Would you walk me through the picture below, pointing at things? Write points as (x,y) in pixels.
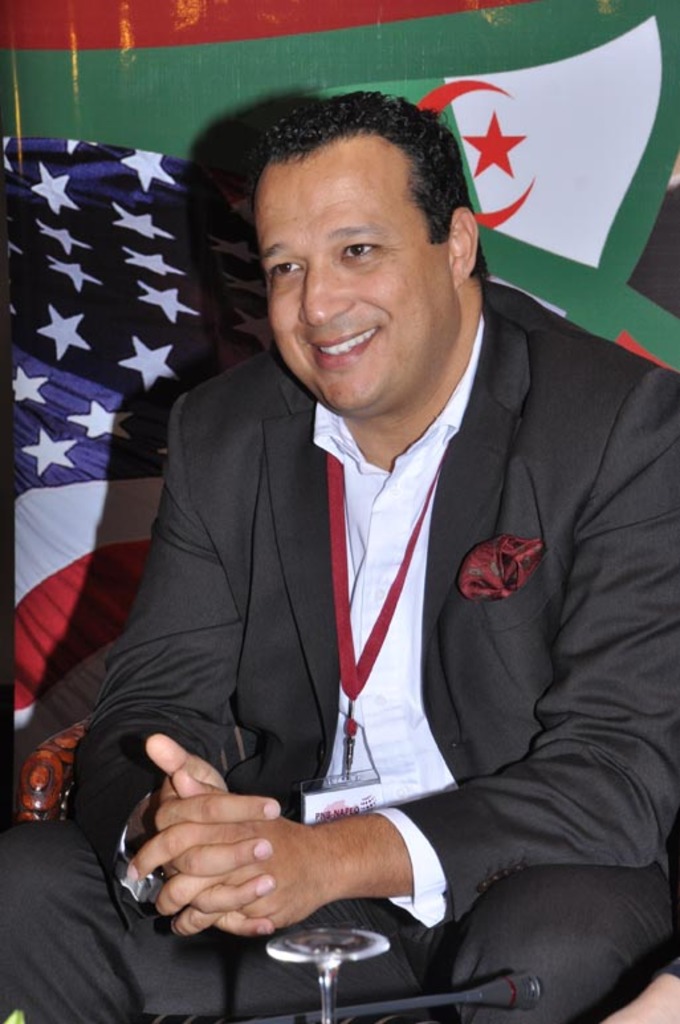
In this image in front (391,764) there is a person (380,802) sitting on the chair (72,735) and he is smiling. In front of him there is some object (515,1005). Behind him there is a flag (58,232).
